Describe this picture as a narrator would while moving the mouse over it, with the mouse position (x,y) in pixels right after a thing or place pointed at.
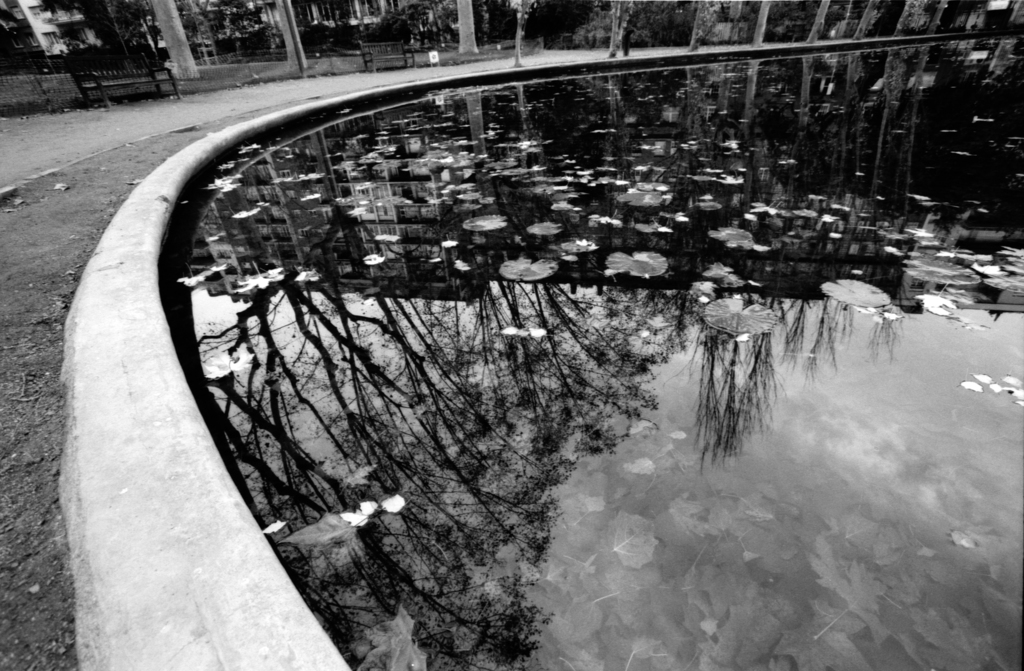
This is a black and white image. In this image we can see water (290,361), flowers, leaves (501,223), trees (470,16), benches (148,82), fencing (48,77), grass (228,67) and buildings (49,29).
